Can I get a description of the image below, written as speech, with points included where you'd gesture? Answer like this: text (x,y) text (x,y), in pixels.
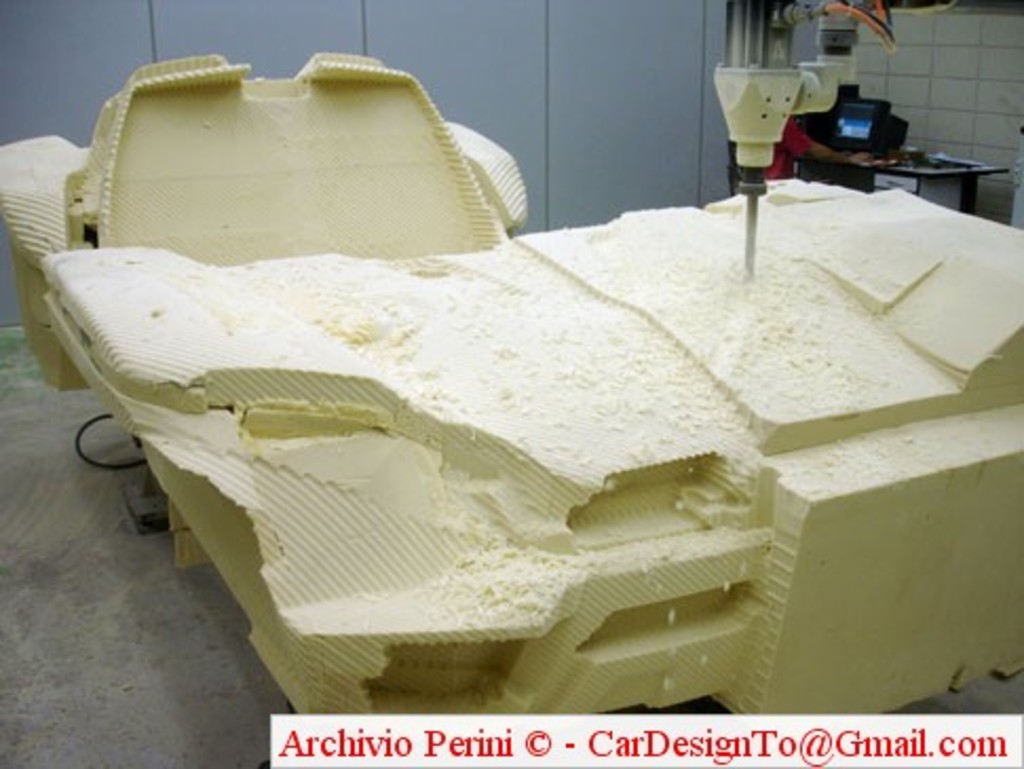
In this image there is an wooden item (718,309), drilling machine (829,51), monitor (889,128) on the table (960,168), a person (847,153) and a watermark (443,735) on the image.
